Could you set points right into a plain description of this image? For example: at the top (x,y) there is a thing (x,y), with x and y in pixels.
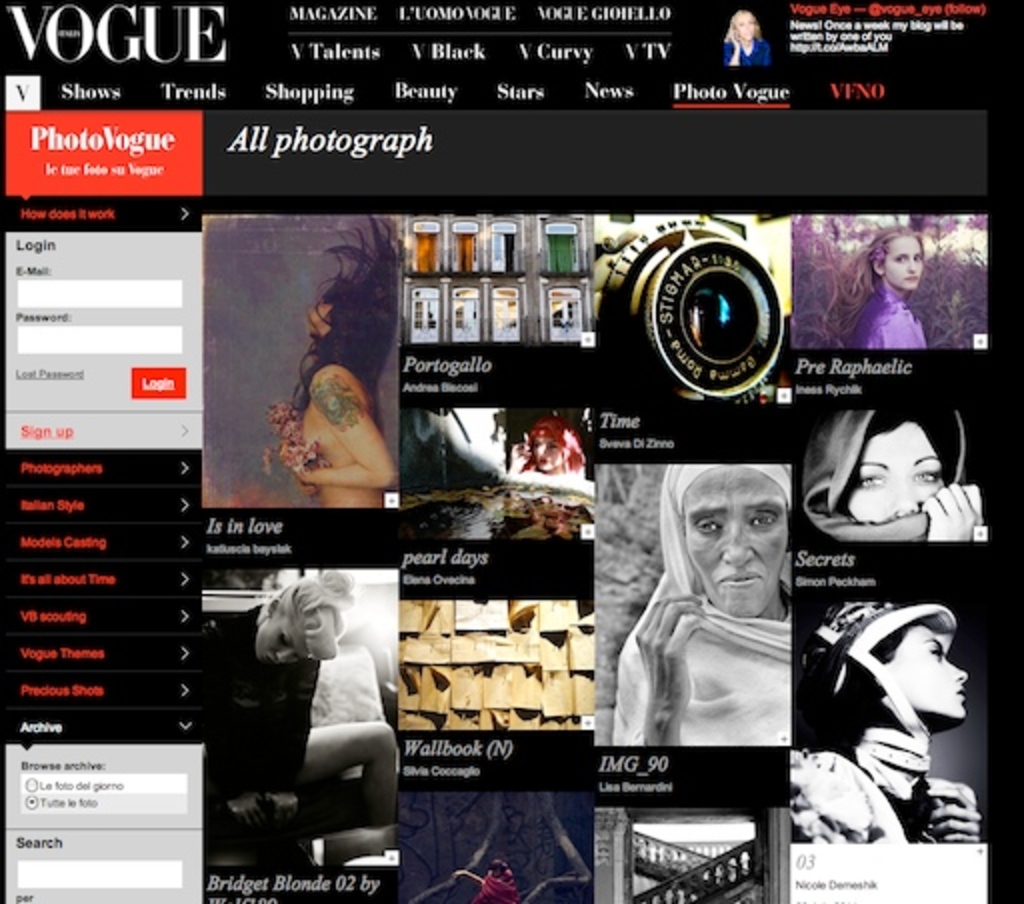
In this image there is the picture of the website, where we can see few people (360,312), staircase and some text (26,902).
